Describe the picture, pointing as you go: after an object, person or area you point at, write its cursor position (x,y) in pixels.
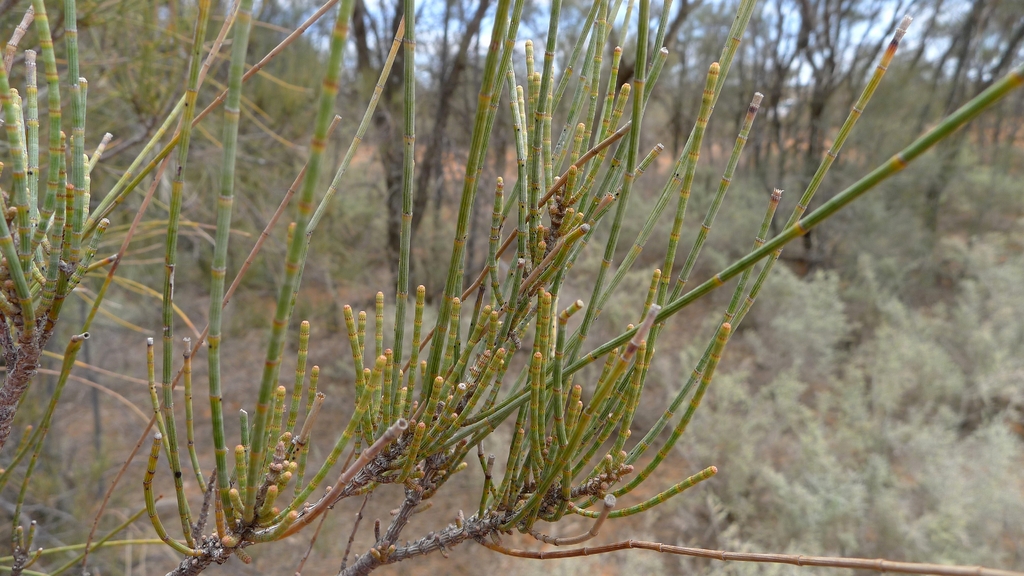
In this image we can see branches (399,425) of trees (381,444). In the background (726,432) there are trees (765,195).
